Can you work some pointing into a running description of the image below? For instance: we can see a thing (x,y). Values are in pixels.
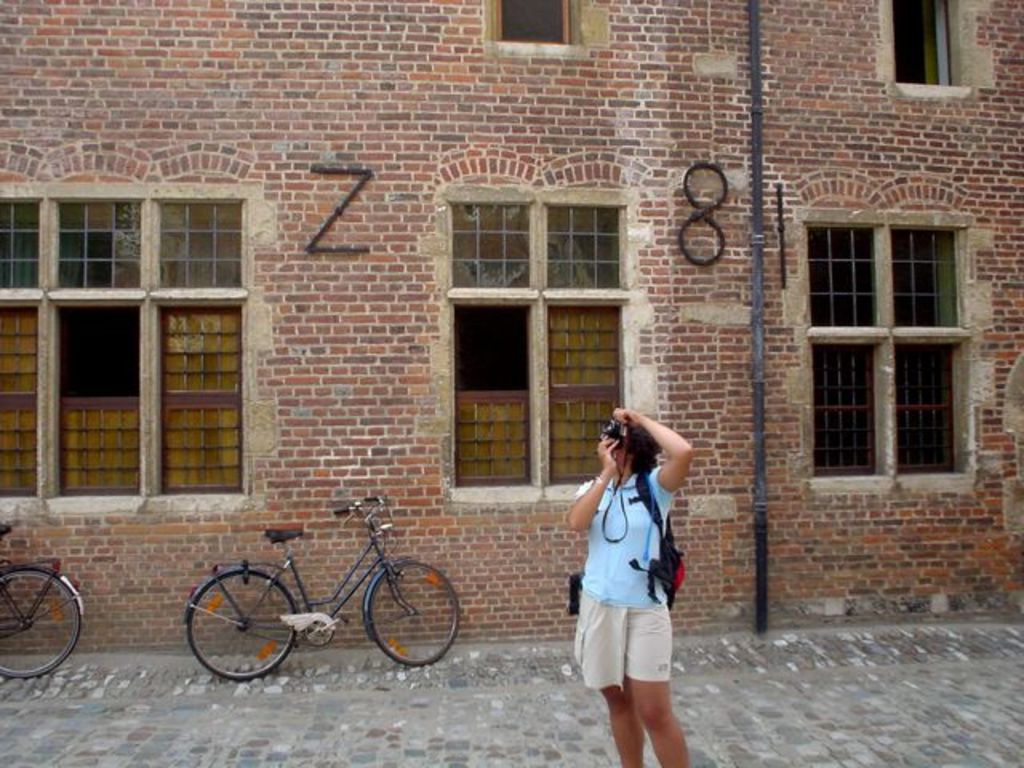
In this image there is a lady (652,549) standing on the road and shooting with the camera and she is wearing a bag (669,576) on her shoulder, behind her there is a building (243,318) with red bricks (312,412) and there are two bicycles (228,602).
